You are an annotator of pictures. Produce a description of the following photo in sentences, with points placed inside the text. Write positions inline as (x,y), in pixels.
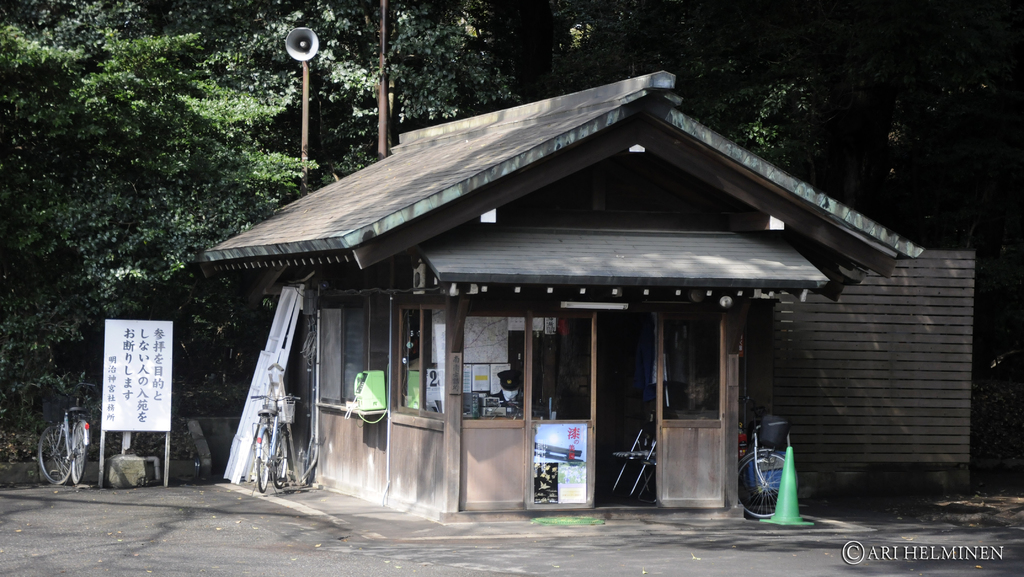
This picture is taken from the outside of the city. In this image, in the middle (478,381), we can see a house (445,381), in the house (616,445), we can see two chairs (629,454) and a glass door (565,392). On the glass door (525,367), we can see some posters (558,447) are attached to it. On the left side of the house (379,418), we can see electronic gadgets (381,381). On the right side (791,510), we can see a bicycle (755,458) and a object (781,519) which is placed on the road (778,543). On the left side (157,394), we can see a bicycle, a board (144,384) with some text (141,353) written on it. In the background (169,104), we can see a loudspeaker (313,38), pole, trees (451,103), plants (136,300). At the bottom (687,539), we can see a road (332,534).
